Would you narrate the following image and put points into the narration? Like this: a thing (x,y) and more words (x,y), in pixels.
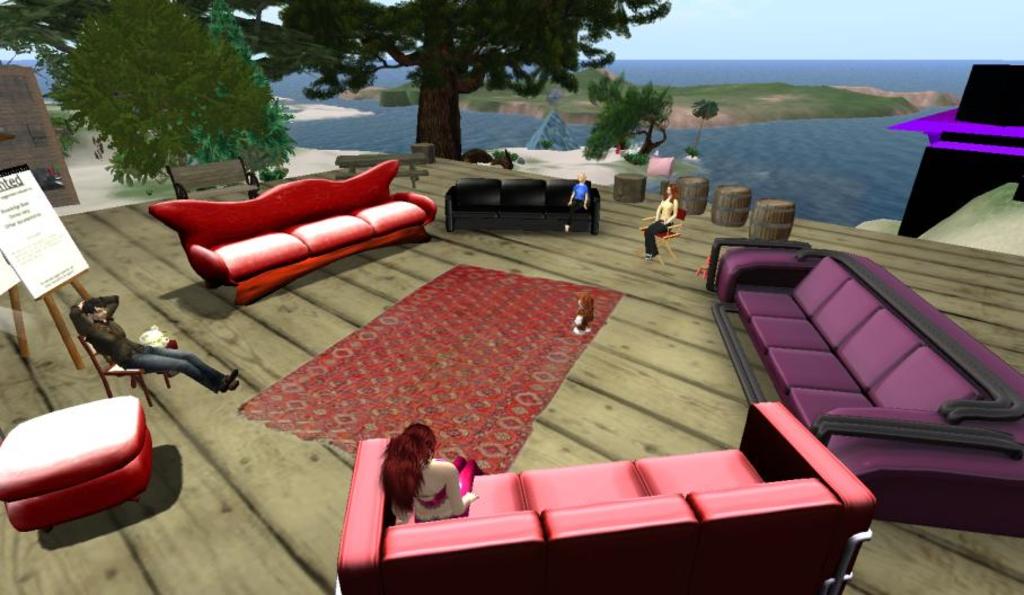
This is an animation and here we can see sofas (296,262) and there are some people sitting on them and some are sitting on the chairs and we can see boards (57,239), trees (602,12), benches (358,165), stands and there is water (738,134). At the top (799,35), there is sky (772,17) and at the bottom (526,401), there is a carpet (288,384) on the floor (201,536).
